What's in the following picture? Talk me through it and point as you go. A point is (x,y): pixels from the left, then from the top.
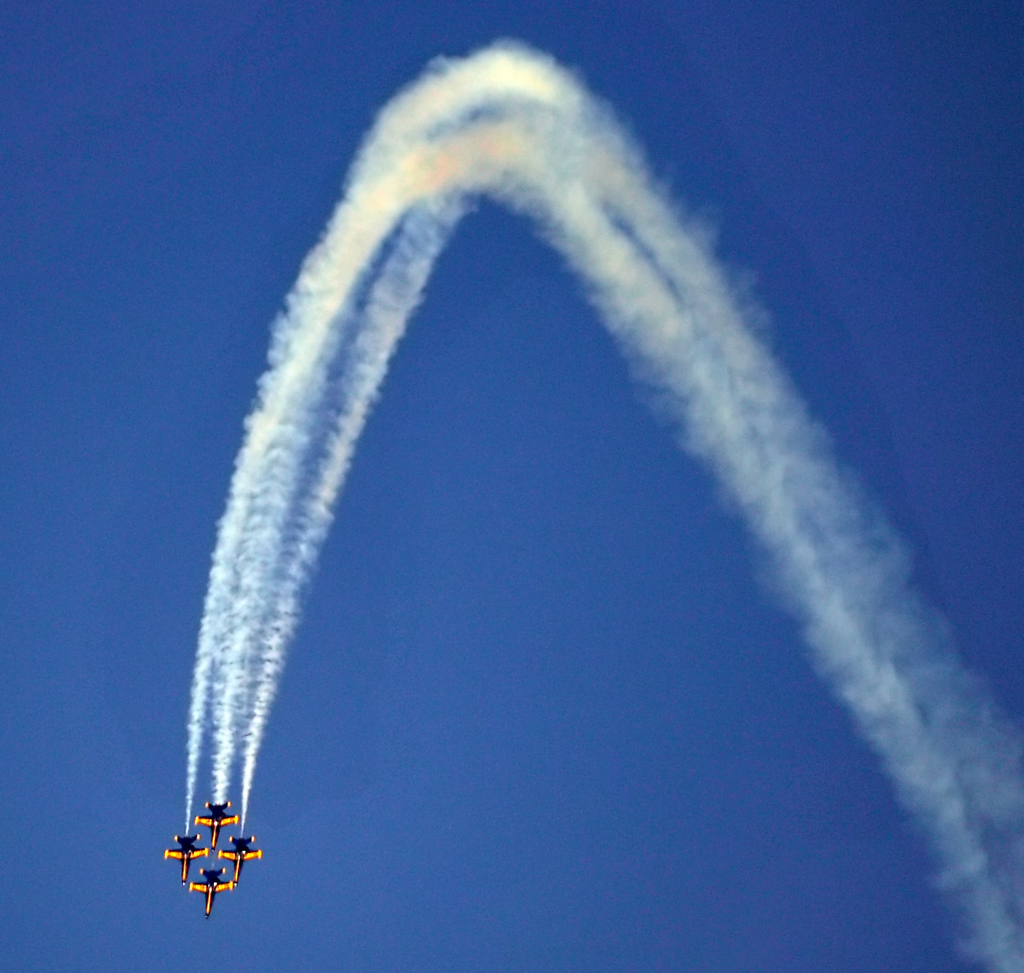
In this image we can see smoke (271,696) and airplanes (238,845). In the background (570,726), we can see the sky (501,514).
